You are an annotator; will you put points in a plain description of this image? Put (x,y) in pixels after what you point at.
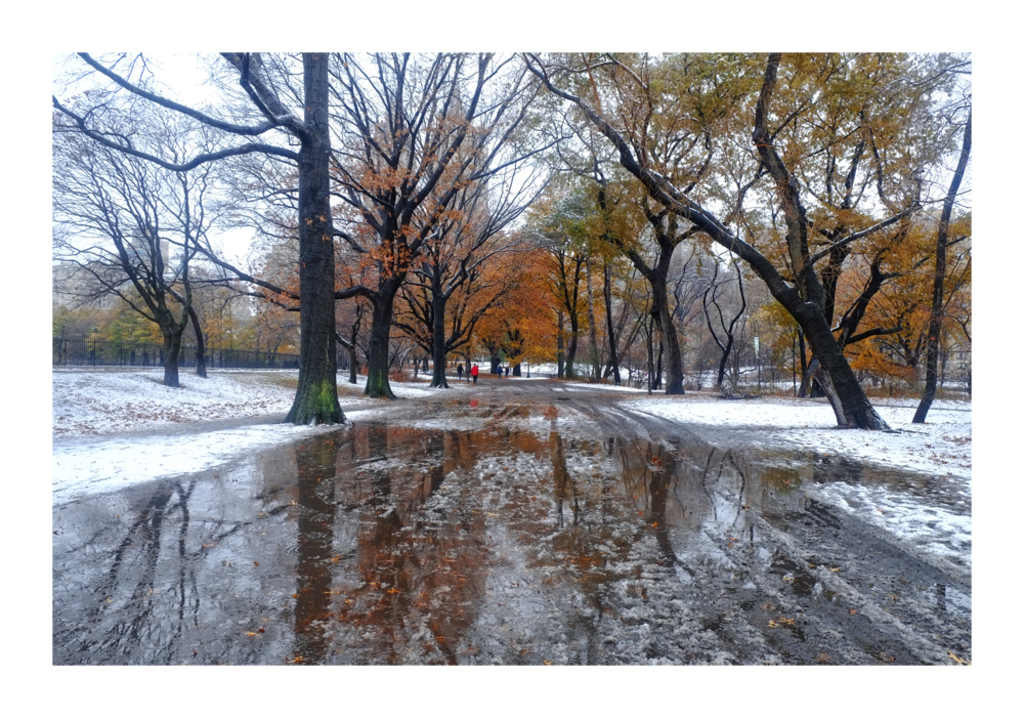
In the foreground of this image (406,557), there is water (481,576) on the road (722,597). On either side, there are trees (787,353) and the snow (911,424). In the background (524,173), there is sky (524,178) and few people (458,366). On the left (112,351), there is a fencing (75,353) and it seems like a building (98,272) in the background (100,275).
